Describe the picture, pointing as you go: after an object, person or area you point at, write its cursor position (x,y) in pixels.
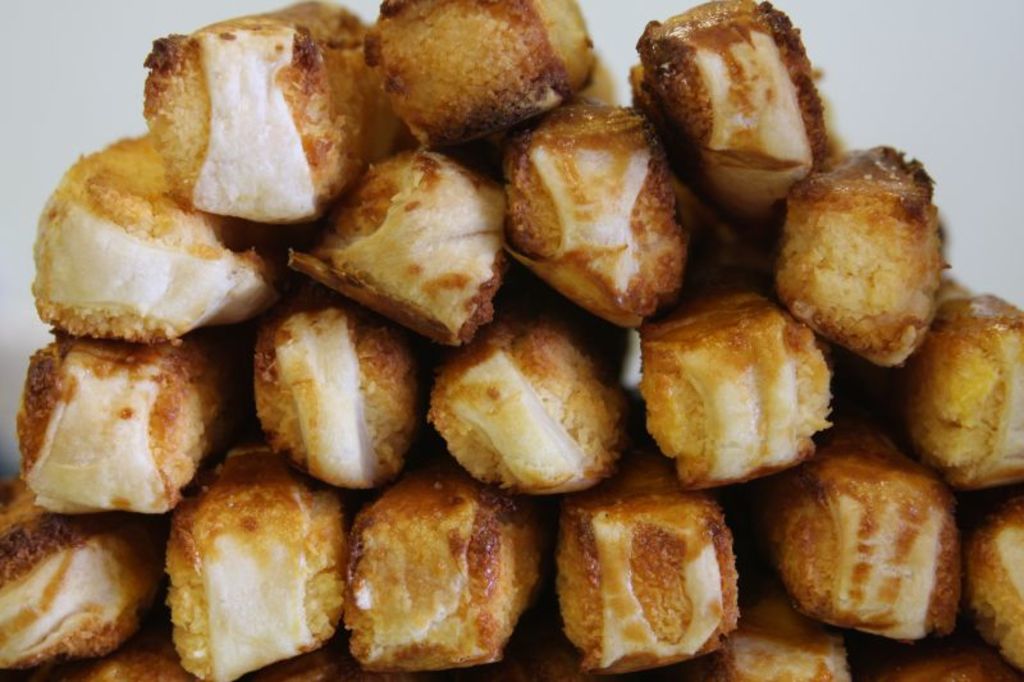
In the center of the image (598,288) there are food items (80,598).
